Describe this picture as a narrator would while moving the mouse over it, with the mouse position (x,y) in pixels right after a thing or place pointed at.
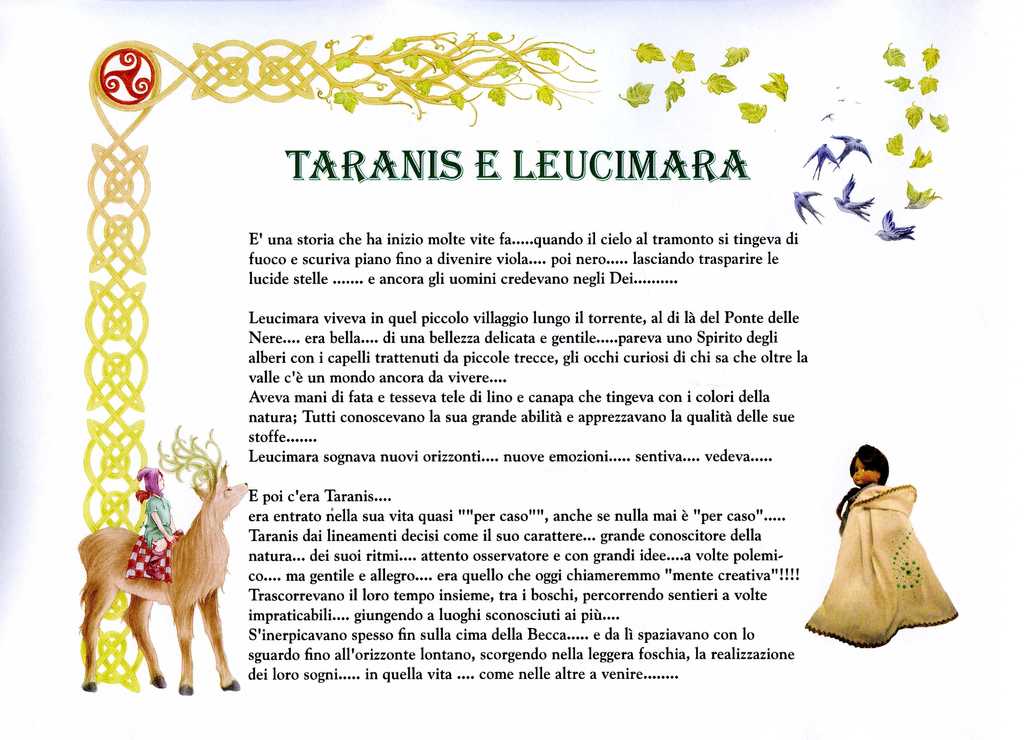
This image looks like a printed image of a book in which I can see text (570,176), birds (838,199), a person (162,546) is sitting on an animal (203,545) and a woman (840,551).
